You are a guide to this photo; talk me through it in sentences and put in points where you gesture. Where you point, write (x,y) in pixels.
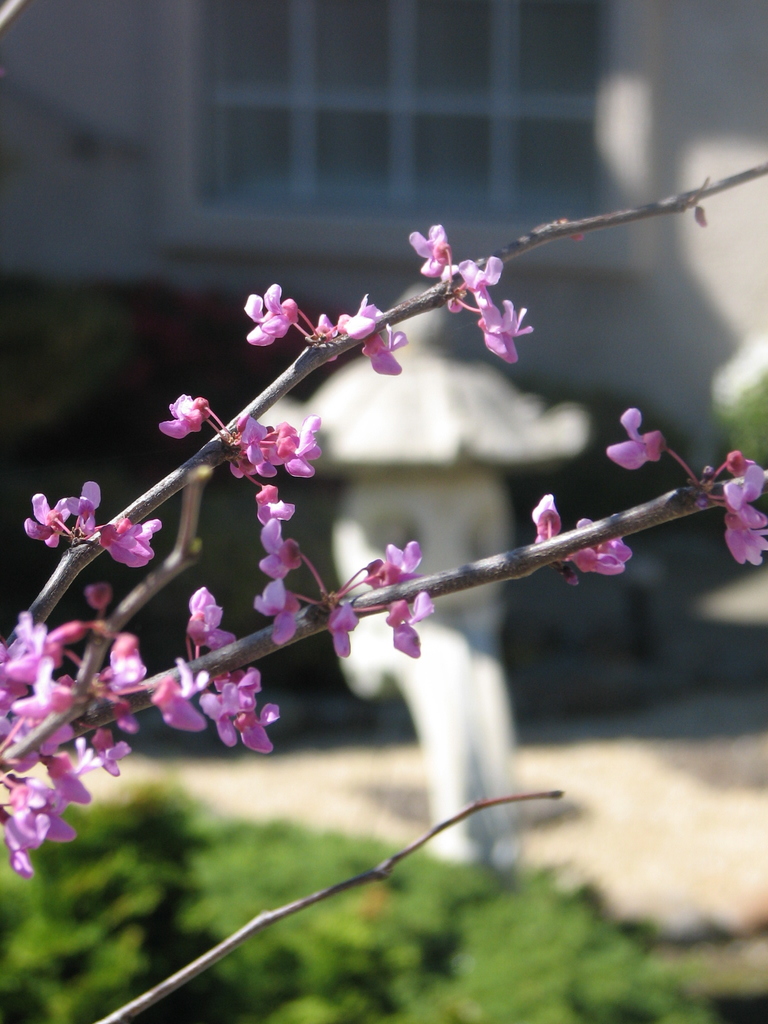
Here we can see flowers (43,646) and there are plants (349,910). There is a blur background (239,184). Here we can see a window (407,10) and a wall (624,178).
